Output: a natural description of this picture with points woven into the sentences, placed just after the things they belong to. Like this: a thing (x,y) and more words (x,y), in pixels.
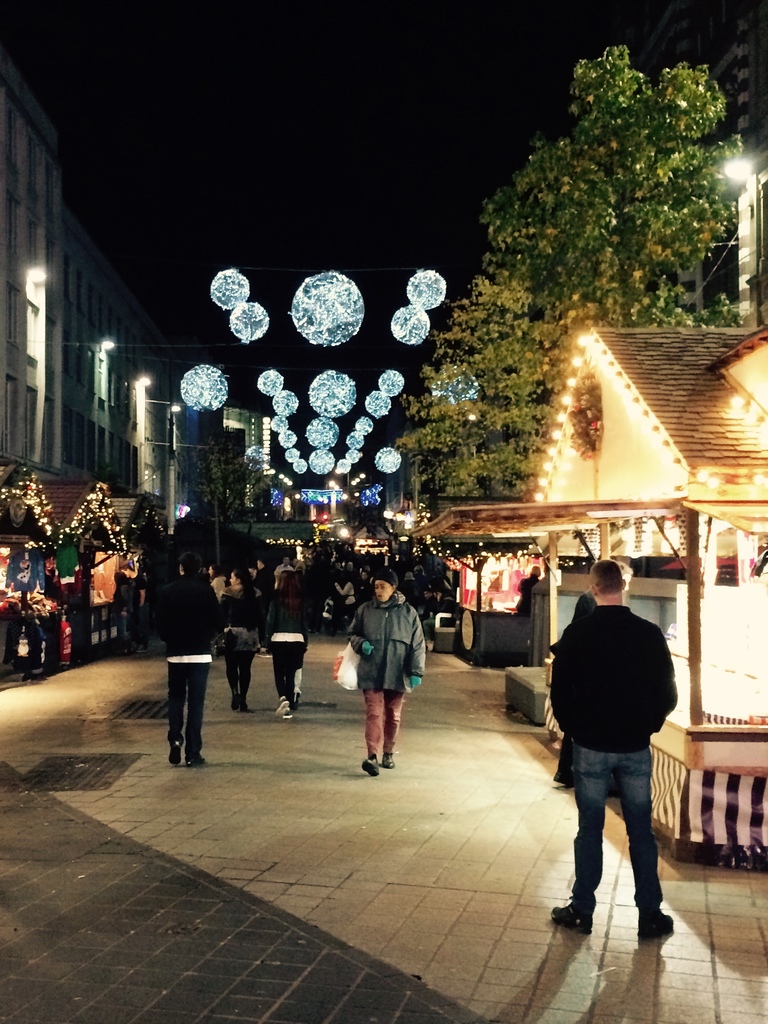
In the picture I can see people (342,611) are walking on the road (334,701). In the background (444,554) I can see buildings (297,510), lights (331,485), trees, the sky (443,269) and some other objects (289,526).
